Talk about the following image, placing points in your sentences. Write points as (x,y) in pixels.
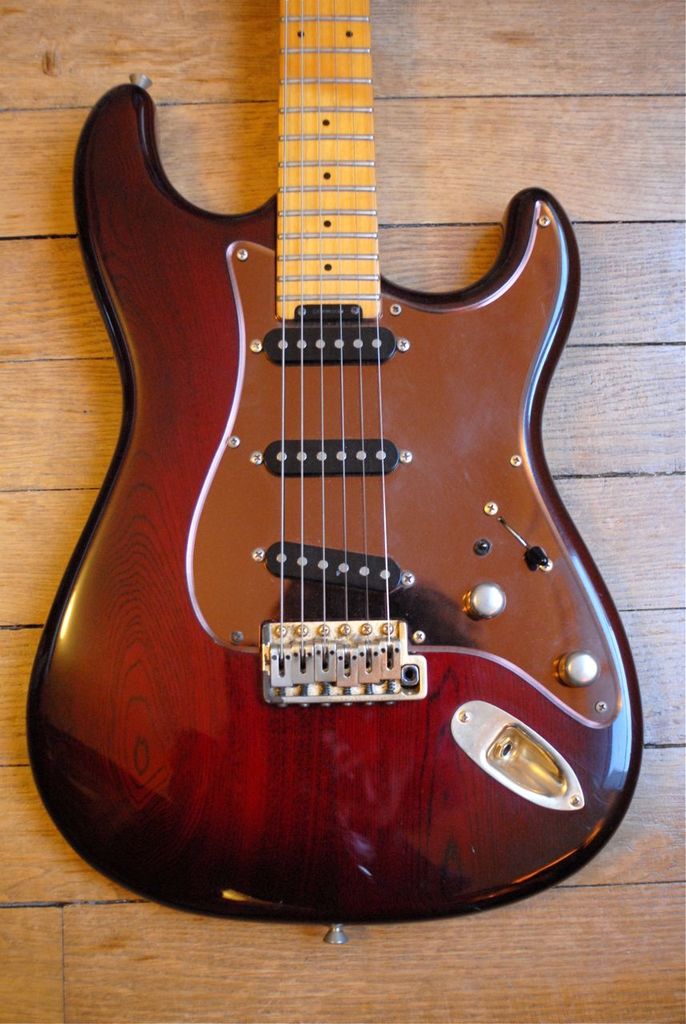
This picture shows a guitar (246,615) and six strings (346,577). The guitar (294,648) is brown in color which is placed on the table (35,409).
